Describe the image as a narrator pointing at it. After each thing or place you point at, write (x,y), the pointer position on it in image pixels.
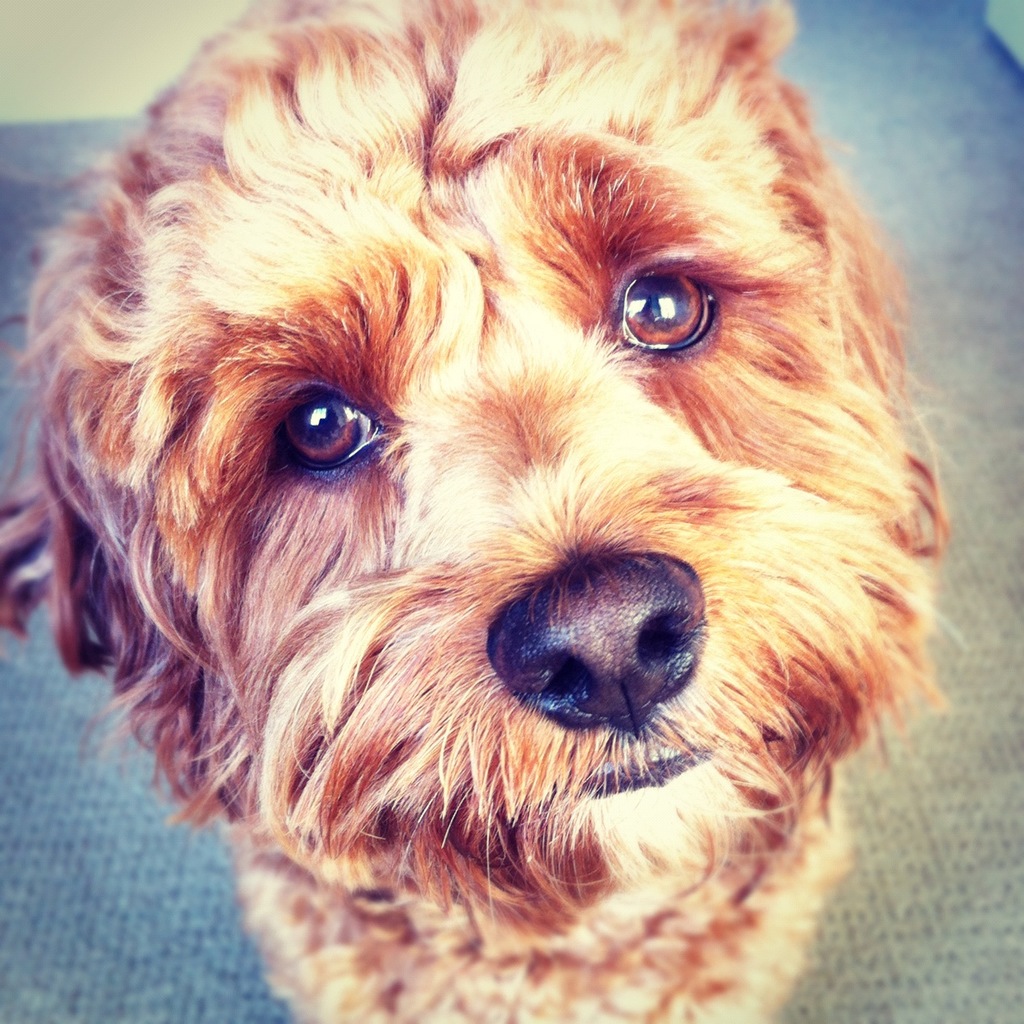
In this picture there is a dog (575,430). At the bottom (89,870) there is mat (906,156).
